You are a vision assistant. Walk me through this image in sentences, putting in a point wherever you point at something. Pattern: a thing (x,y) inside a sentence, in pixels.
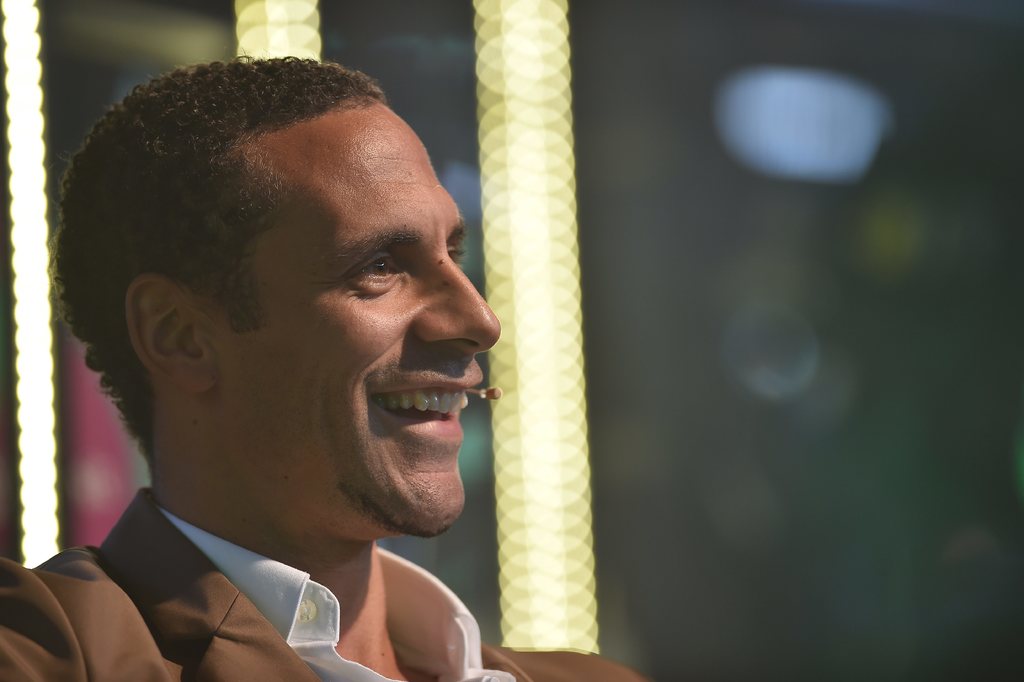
In the foreground of the image (236,340) there is a person (315,591) smiling. The background of the image (479,43) is blurred.
